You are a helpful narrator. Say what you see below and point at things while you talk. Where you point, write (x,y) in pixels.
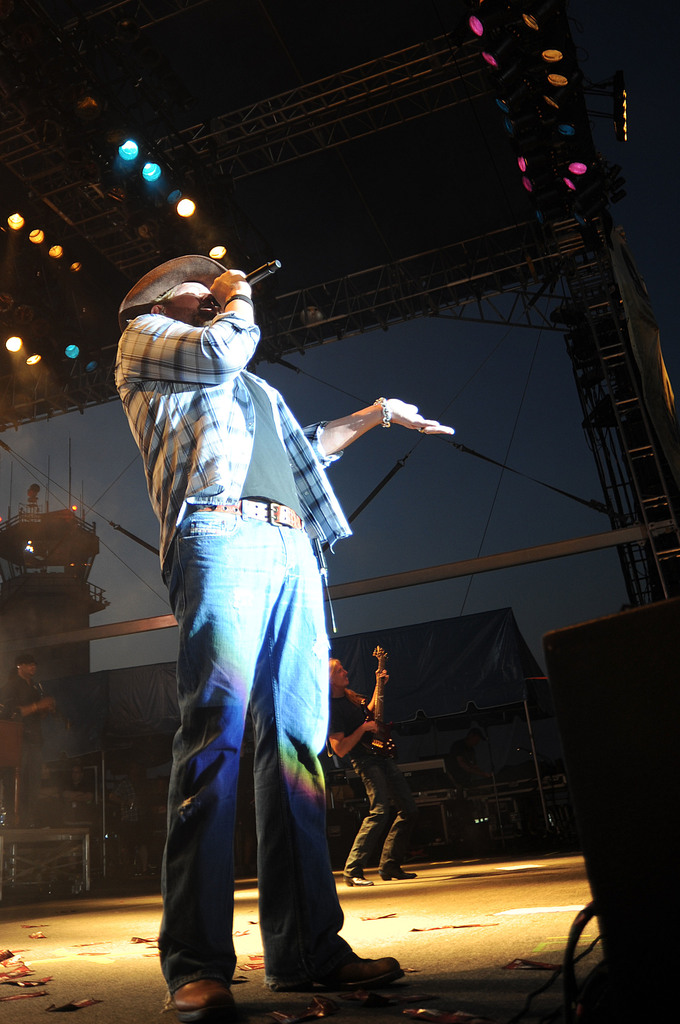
In the foreground (469,980) I can see a person (231,965) is standing on the stage (348,888) and singing a song in mike (277,267). In the background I can see a person (373,790) is playing a musical instrument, speakers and a wall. On the top (574,200) I can see focus lights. This image is taken during night in a concert.
